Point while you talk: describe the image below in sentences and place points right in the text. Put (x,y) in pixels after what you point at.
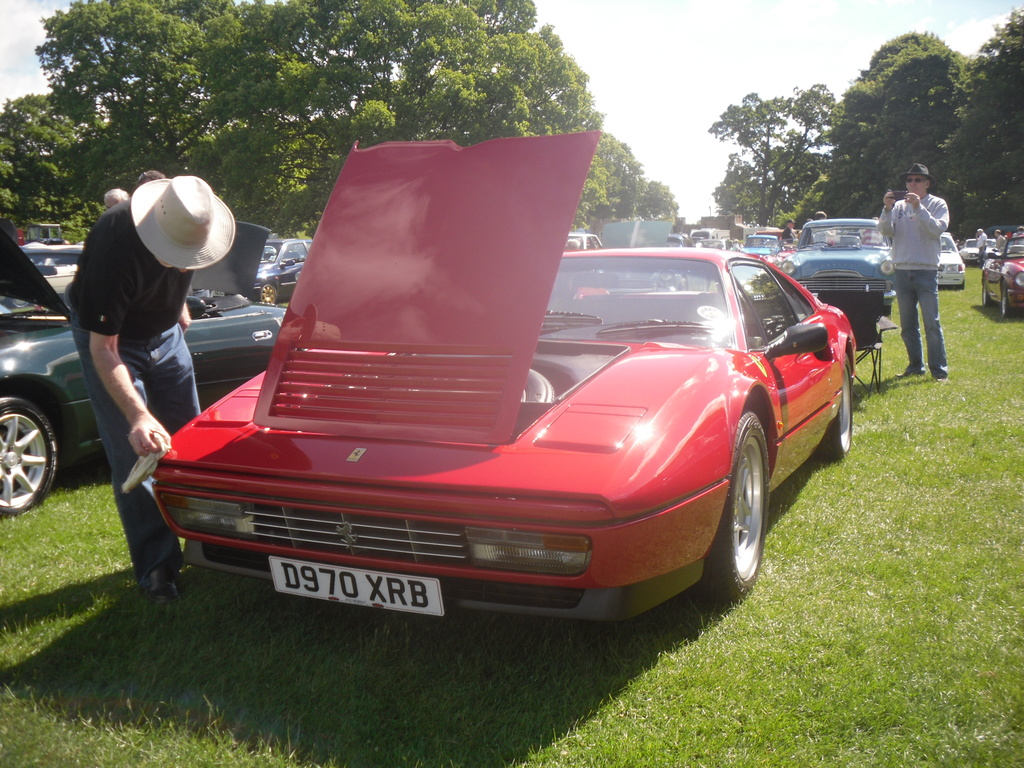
In this image, we can see so many vehicles (617,355) are parked on the grass (606,742). Here a person (168,390) is clean a car (201,416) with cloth (163,455) and wearing a hat (203,214). On the right side (929,266), a person (915,241) is holding an object (897,197) and wearing a hat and goggles (916,184). Background (844,182) there are so many trees (260,223), people (1000,242) and sky (661,144).
